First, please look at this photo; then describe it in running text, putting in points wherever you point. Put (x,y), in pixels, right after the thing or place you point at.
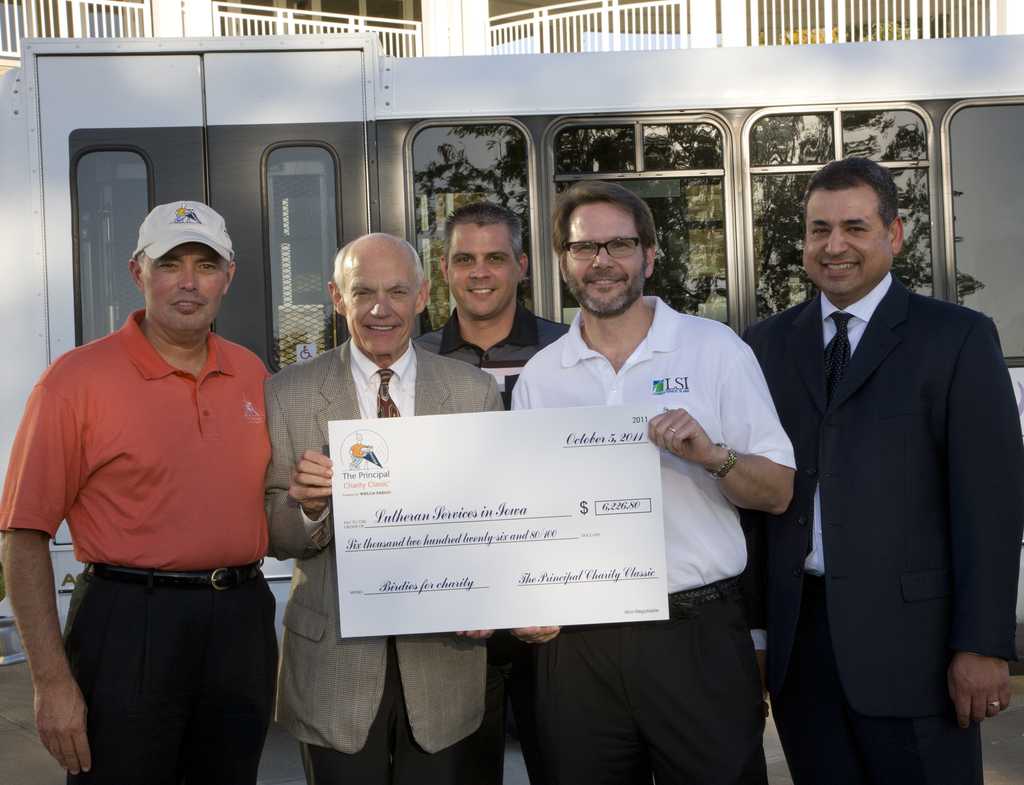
In this image we can see a few people (514,281) are standing and among them two are holding a board (388,465) with some text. In the background (1022,185), we can see an object (1020,182) which looks like a vehicle (1020,182) and there is a building (604,34).
